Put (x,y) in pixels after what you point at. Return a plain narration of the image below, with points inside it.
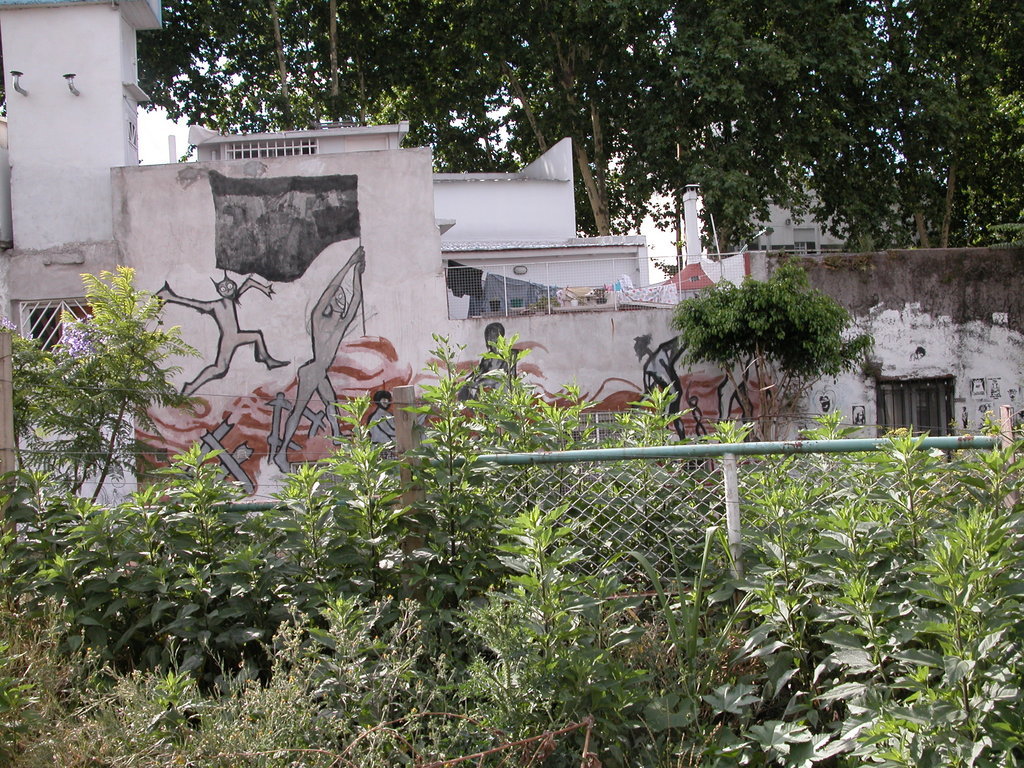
In this image there are plants (452,581), behind the plants (452,505) there is fencing (711,469), in the background (85,39) there are houses (313,196) and trees (669,55).
